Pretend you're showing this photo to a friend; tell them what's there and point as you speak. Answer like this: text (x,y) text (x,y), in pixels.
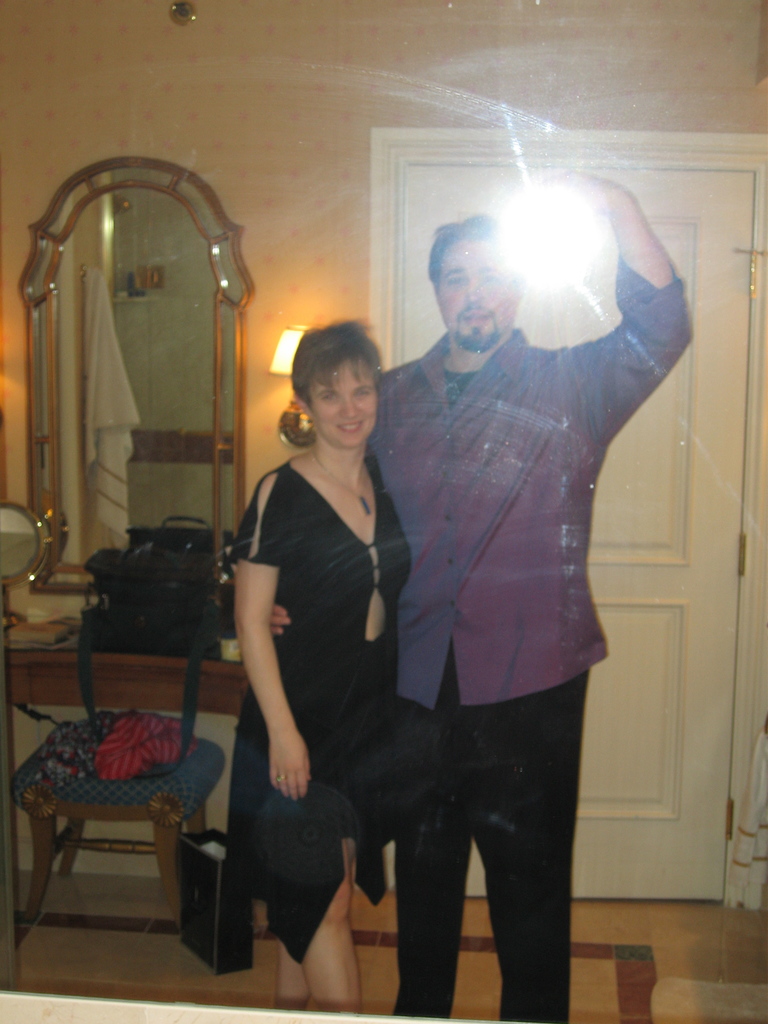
In this image we can see man (419,757) and a woman (298,787) on the floor (465,927). In the background (185,27) we can see dressing table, wall (307,100), door (436,167), bag (190,643), stool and a mirror (15,566).
